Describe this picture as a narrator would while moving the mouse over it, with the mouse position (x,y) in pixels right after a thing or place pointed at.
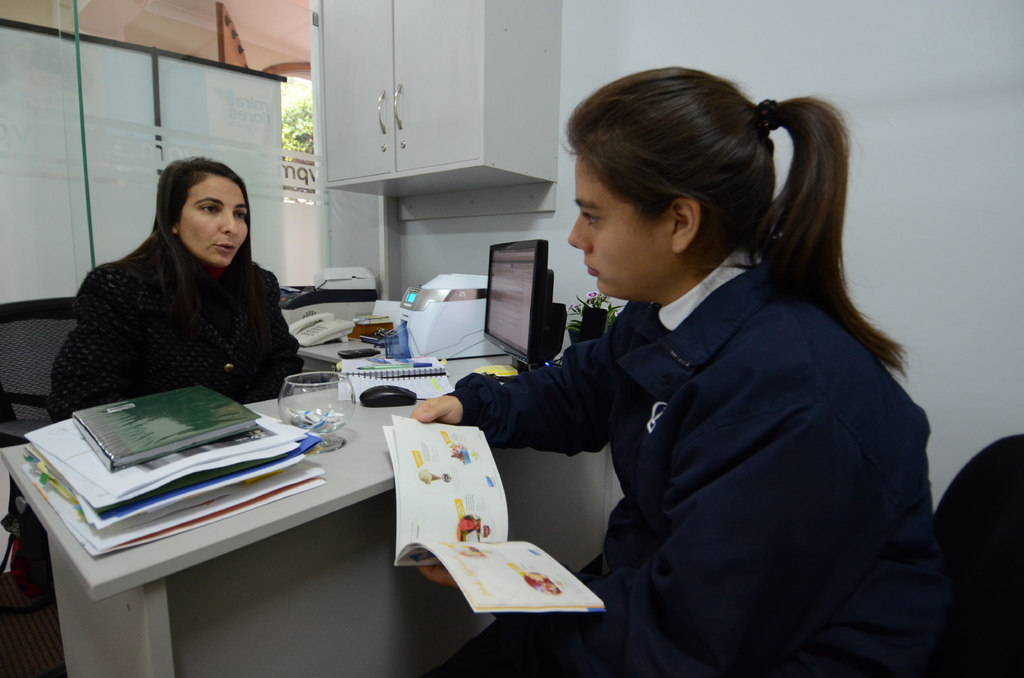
There are two women (267,316) in this picture. Both of them are sitting in the chairs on either side of the table (355,426) on which some books (193,426) and glass (299,404) were placed. There is a computer (510,347) on the table (325,466). In the background (408,106) there is a cupboard (403,79) and a wall (709,59) here.
